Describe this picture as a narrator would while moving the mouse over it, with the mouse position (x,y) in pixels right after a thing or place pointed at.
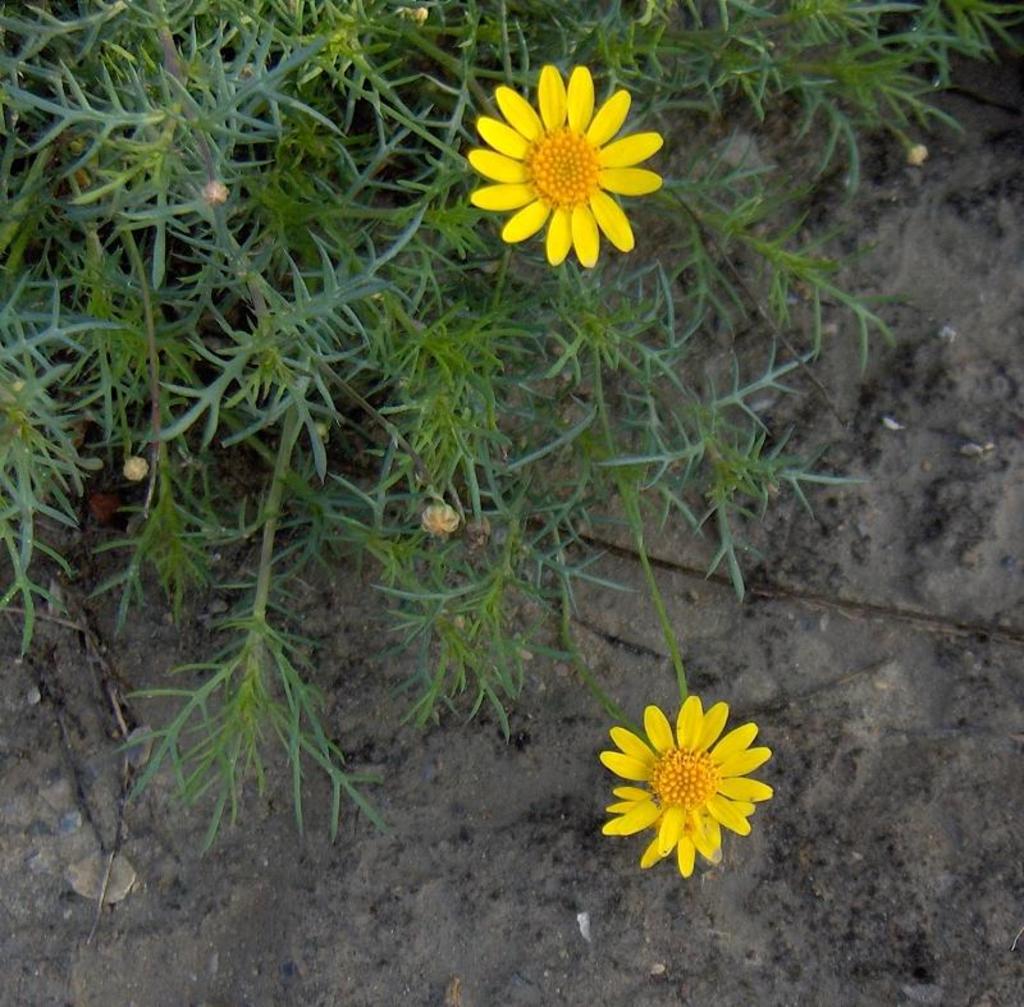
In this image, we can see some flowers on plants (381,552) and we can also see the ground (318,698).
